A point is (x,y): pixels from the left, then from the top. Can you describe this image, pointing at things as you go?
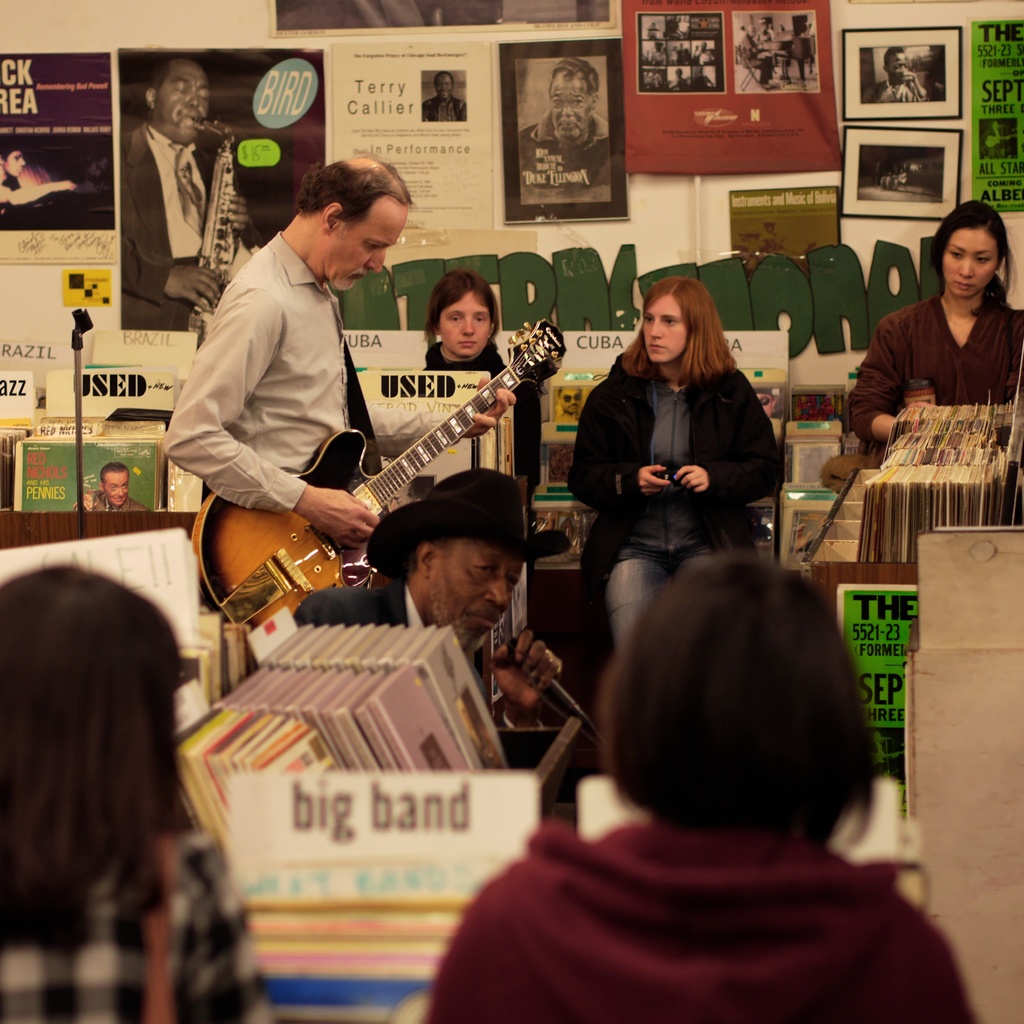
There are few people (512,537) here. In them one is standing and playing guitar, other is holding microphone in his hand (523,697) and the other 5 are people (577,966). On the wall (853,362) we can see posters (578,192), frames (591,202) and photographs (922,187) and there are also records (370,698) here in this room (733,430).
